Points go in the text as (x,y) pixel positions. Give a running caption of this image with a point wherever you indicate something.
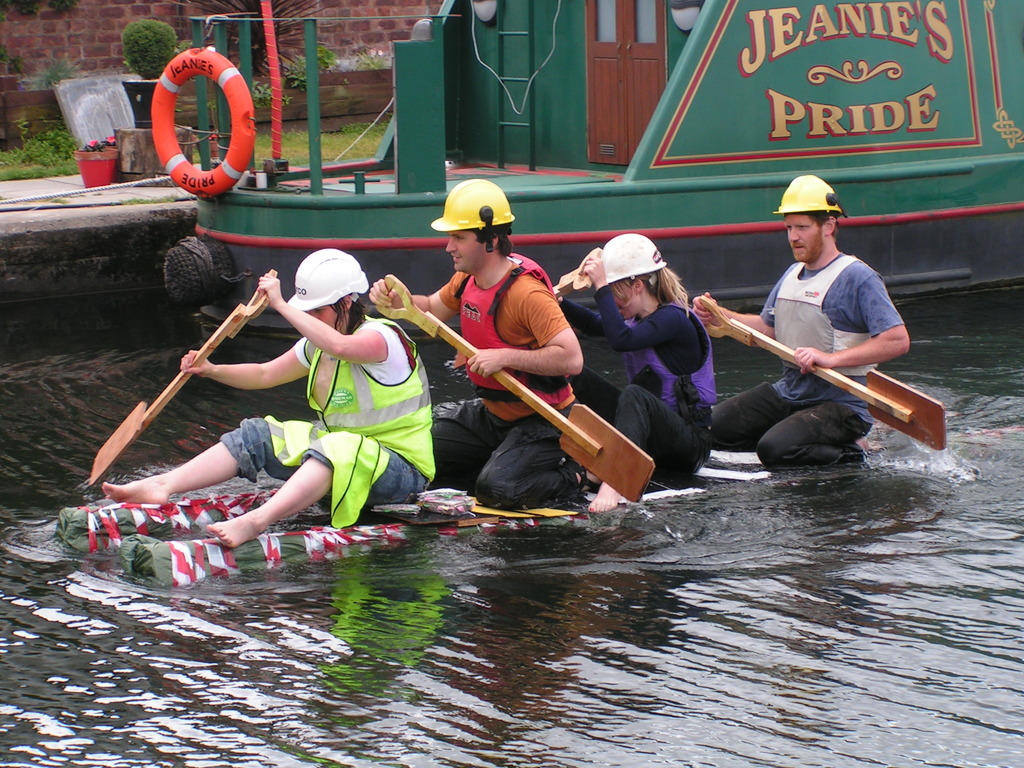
This picture is clicked outside the city. In the center (541,293) we can see the group of people (534,288) sitting on the boat (149,520) and there is a green color and we can see the text (915,104) on the ship (850,93). In the background (144,48) we can see the plants (33,144), flowers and the wall (333,36) and the green grass (343,144).
